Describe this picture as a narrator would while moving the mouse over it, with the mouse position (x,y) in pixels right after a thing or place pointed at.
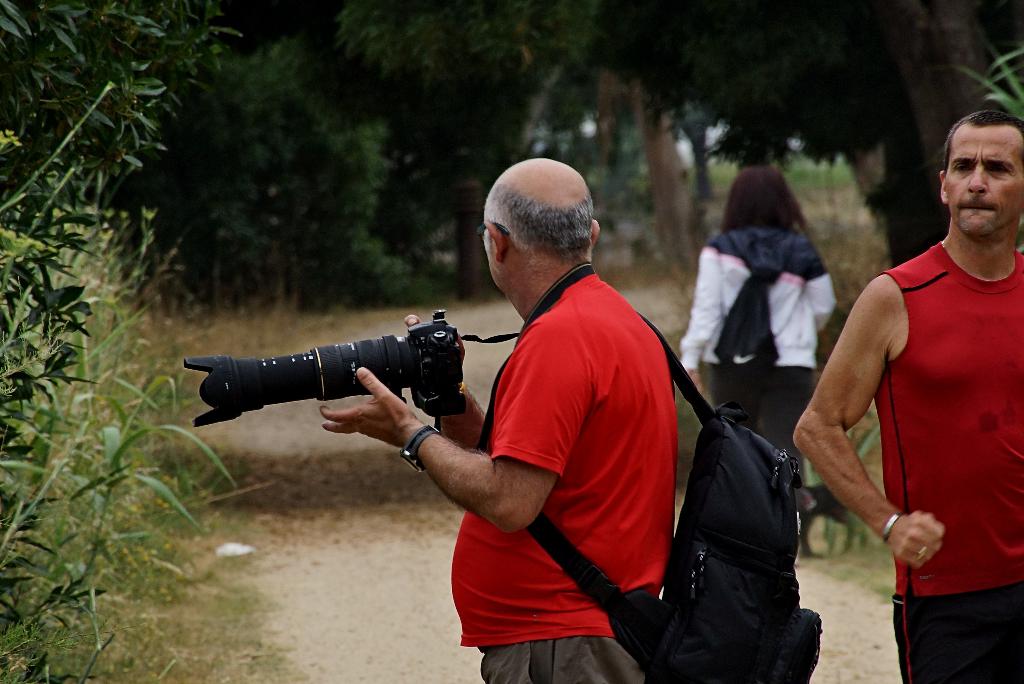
On the background (471,79) we can see trees (269,136). We can see a woman (752,193) walking, wearing a backpack (753,318). Here we can see two men (851,405) standing. We can see this person (612,511) standing and holding a camera (404,369) in his hand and also he wore a backpack (716,529).
